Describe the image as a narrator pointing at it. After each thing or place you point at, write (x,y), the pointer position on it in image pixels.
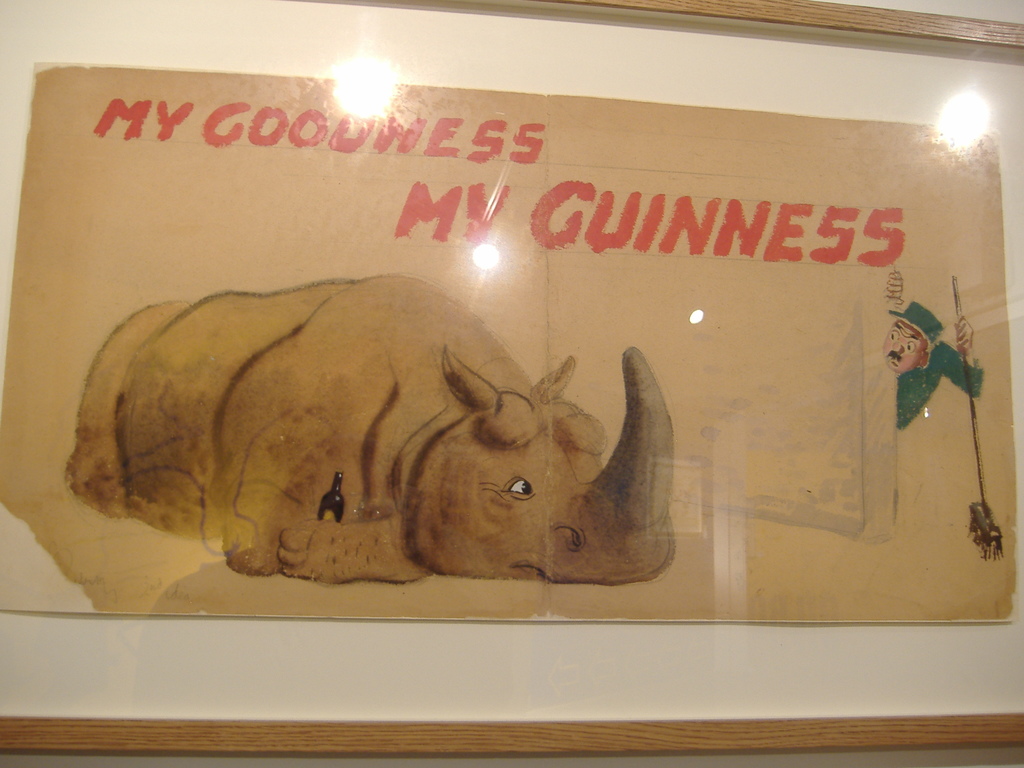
In this picture I can see a frame (354,657) to the wall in which I can see some text (572,243) and animal (249,488).
